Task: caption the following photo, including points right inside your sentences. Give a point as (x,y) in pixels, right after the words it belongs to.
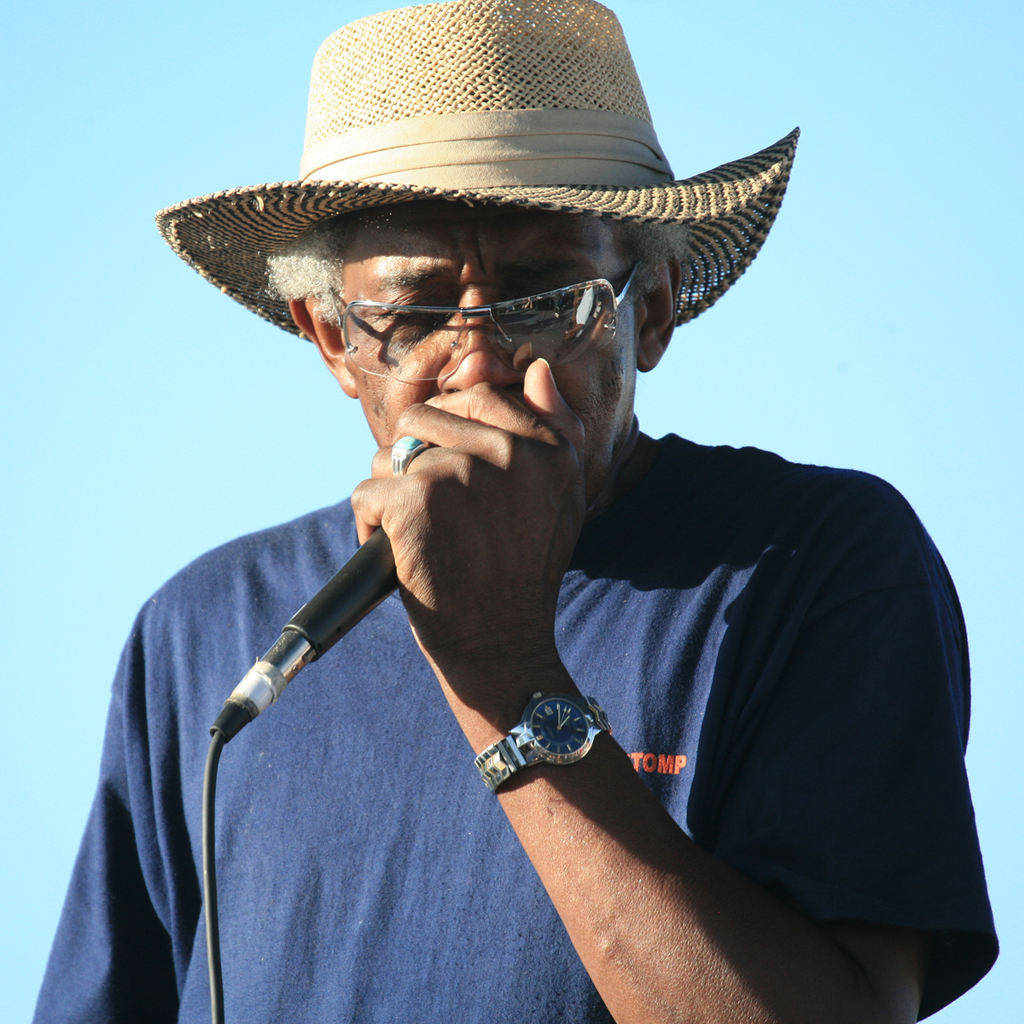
In this picture we can see man (397,215) wore spectacle (380,313), cap (578,104), watch (551,756) holding mic (238,726) in his hand (526,437).
